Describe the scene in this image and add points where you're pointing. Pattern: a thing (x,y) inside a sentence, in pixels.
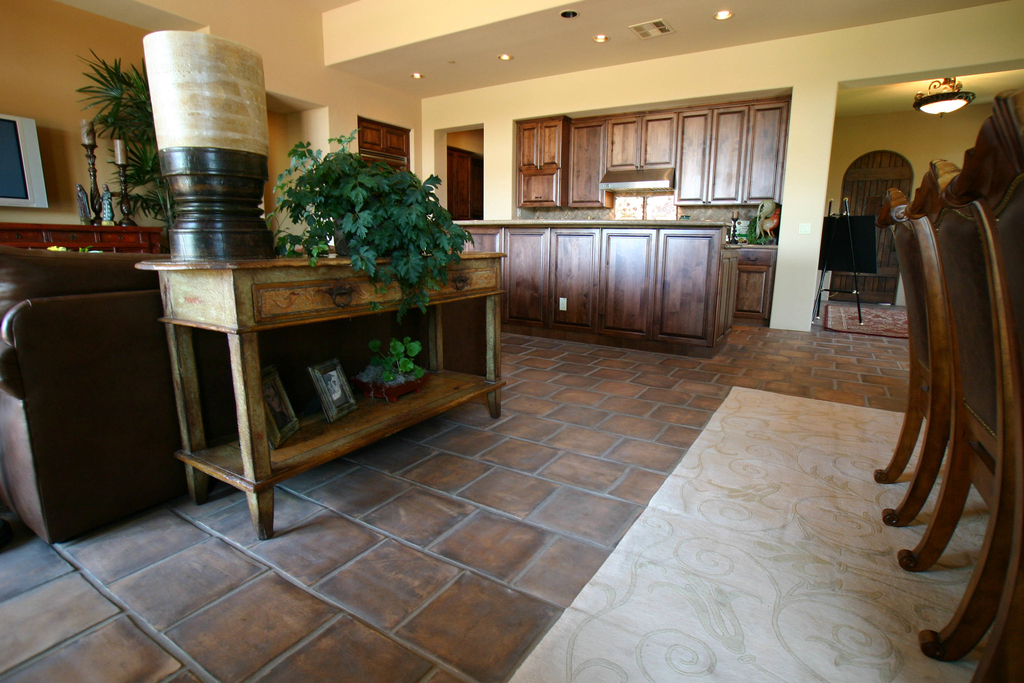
In this image there is a wooden table (266,498) and on top of it there are flower pots (387,369), photo frames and some object (246,221). Behind the table (173,291) there is a sofa (120,405). Behind the sofa (102,253) there is a wooden table (94,236) and on top of it there are few objects (109,197). On the right side of the image (1013,618) there are chairs (931,403). At the bottom of the image (719,462) there is a mat (720,422). On top of the image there are lights (931,95). There are wooden cupboards (656,140). There is a platform (707,260) and on top of it there are few objects (766,227).
